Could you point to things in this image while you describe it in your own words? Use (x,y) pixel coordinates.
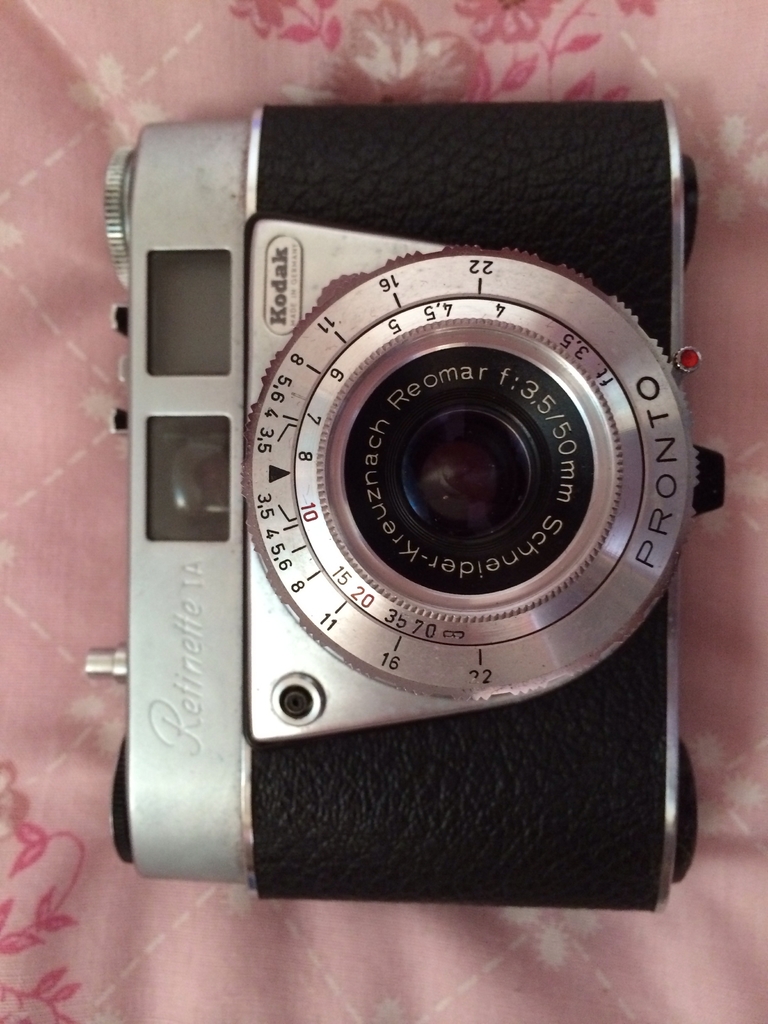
In this image we can see a camera (423,494) on a pink surface (371,908), there are lens (396,545).
